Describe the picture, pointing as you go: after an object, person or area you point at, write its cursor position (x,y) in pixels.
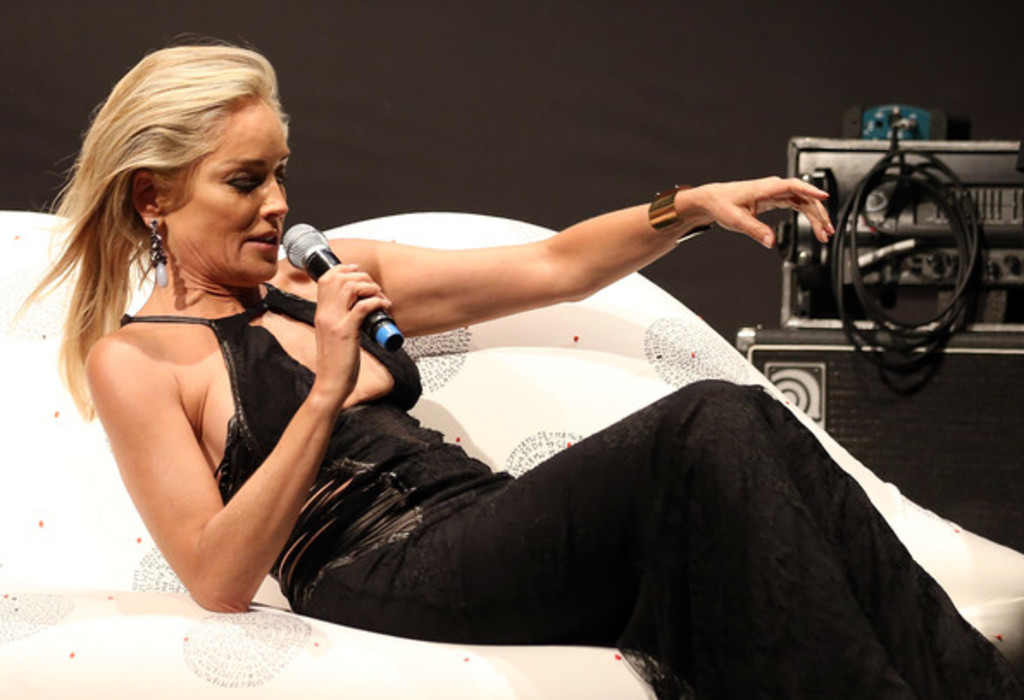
In this image a lady (358,459) is sitting and holding a microphone (317,256). There is an object (974,328) placed at the right most of the image (928,297).
